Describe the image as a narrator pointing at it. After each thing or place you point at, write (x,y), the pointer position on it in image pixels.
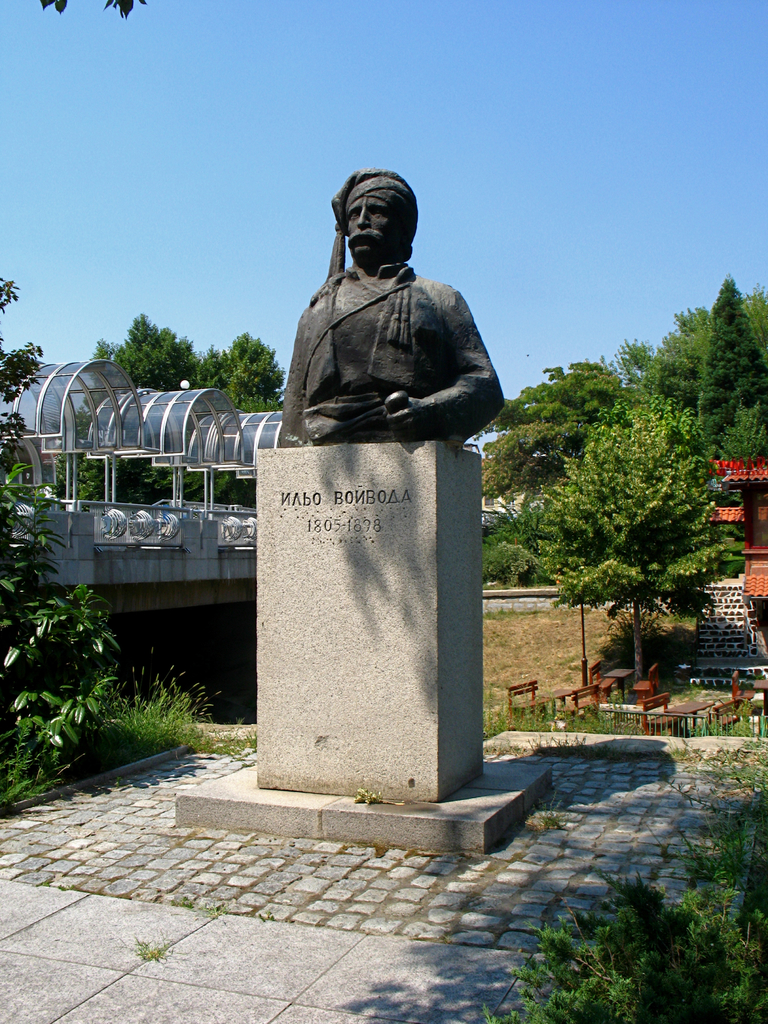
In this picture we can see a statue (344,428), in the background (622,475) we can find few trees (622,475), benches (666,699), houses (732,508) and a pole (585,652).
